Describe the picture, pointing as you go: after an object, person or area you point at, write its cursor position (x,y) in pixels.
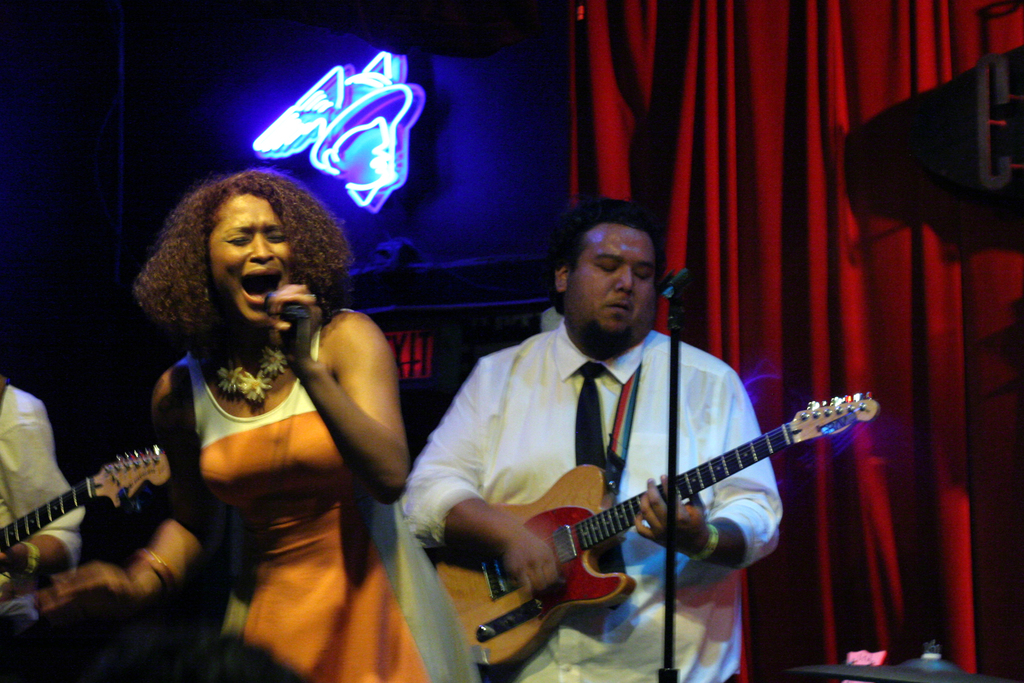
In this image I see a woman (225,259) who is holding the mic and I see a man (750,485) who is holding the guitar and I see another over here who is also holding the guitar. In the background (762,227) I see the curtain (672,233) and the light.
